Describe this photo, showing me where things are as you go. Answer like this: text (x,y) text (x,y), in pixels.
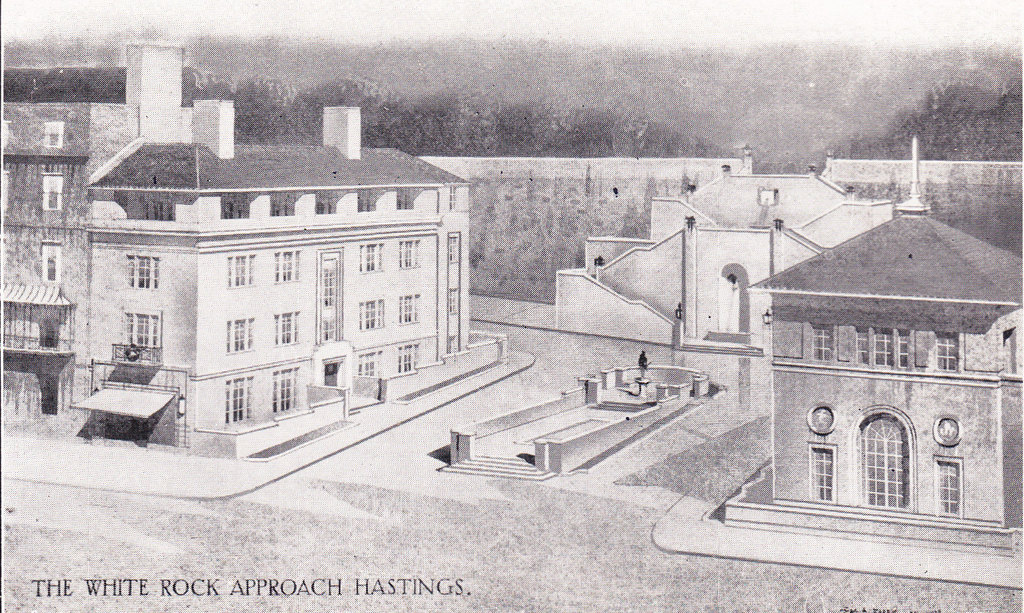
In this image we can see a building (373,303), here is the window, here is the gate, here is the house (426,283), here is the wall (601,303), here are the trees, it is in black and white.
